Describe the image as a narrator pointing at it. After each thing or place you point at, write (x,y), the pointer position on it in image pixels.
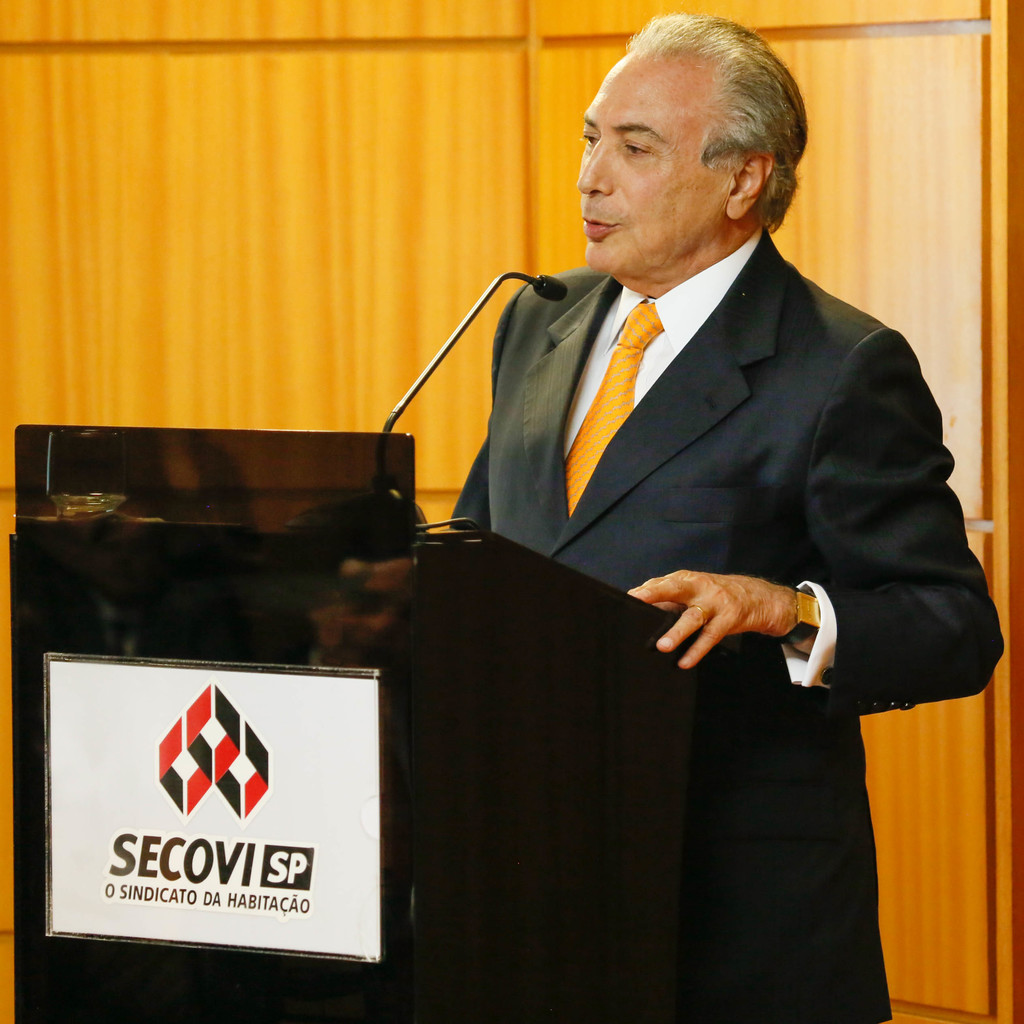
In this image we can see a person (721,338) talking. In front of the person (632,520) we can see a podium (290,587) and a mic (521,274). On the podium (404,757), we can see a poster (204,902) with text (196,861). Behind the person (761,296) we can see a wooden object (422,223).
